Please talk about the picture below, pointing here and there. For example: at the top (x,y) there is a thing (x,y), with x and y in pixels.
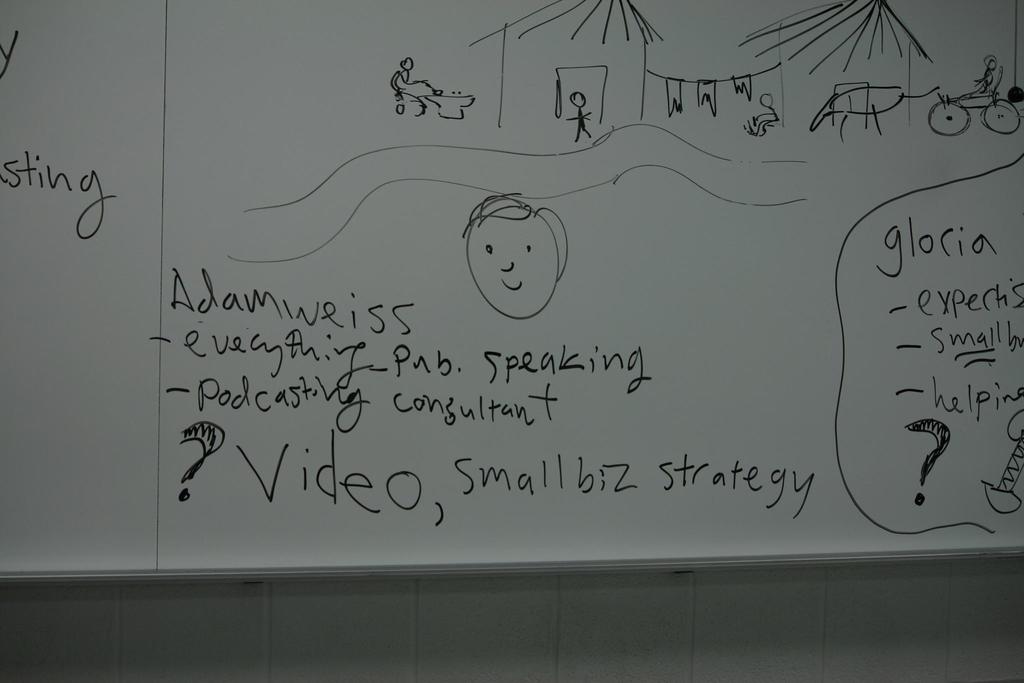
In this image we can see one white board (376,57) with text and images (764,65) attached to the wall (431,596).
